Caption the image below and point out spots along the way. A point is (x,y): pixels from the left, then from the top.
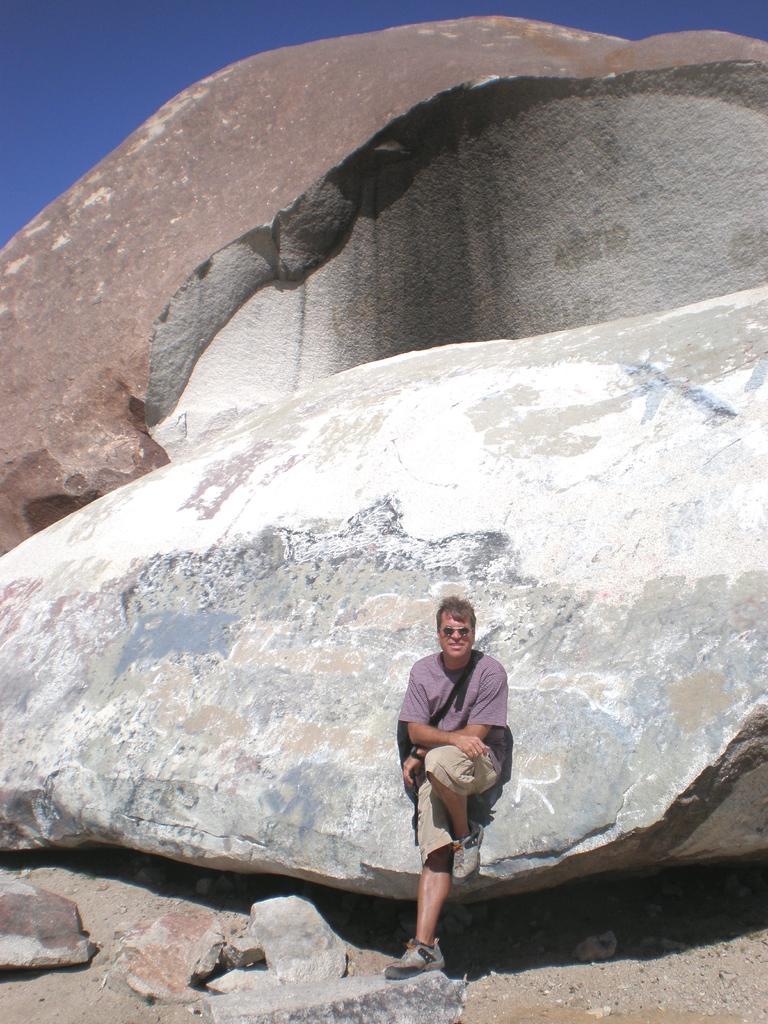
In this picture i can see a man (443,830) is standing beside a rock (559,477). In the background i can see sky (171,24). The man (443,834) is wearing glasses (447,635), t shirt (452,705), shorts (428,851) and shoes (437,955).
